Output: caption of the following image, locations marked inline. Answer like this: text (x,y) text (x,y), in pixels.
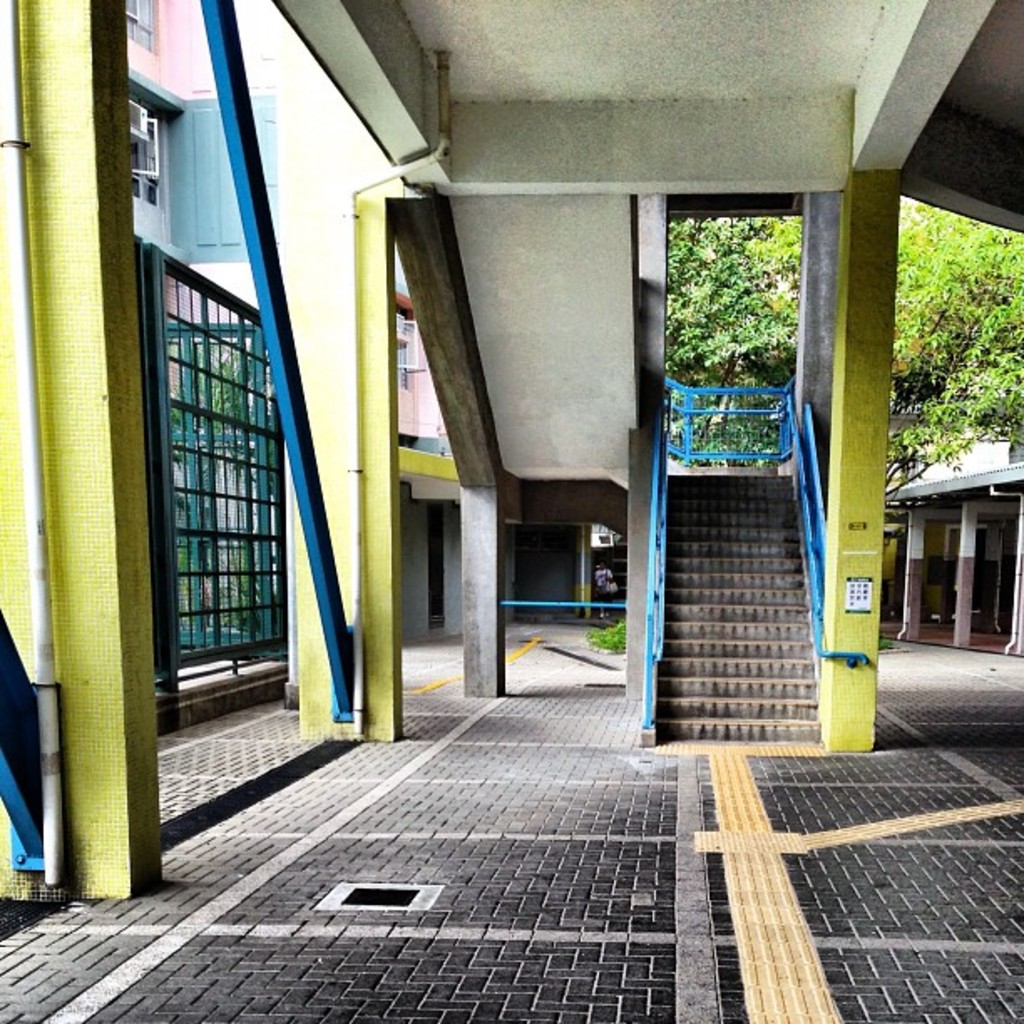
Here we can see steps (708,600). Building (151,219) with windows (141,156). Background (929,330) there is a tree (946,330). These are pillars (94,714). Far there is a person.
